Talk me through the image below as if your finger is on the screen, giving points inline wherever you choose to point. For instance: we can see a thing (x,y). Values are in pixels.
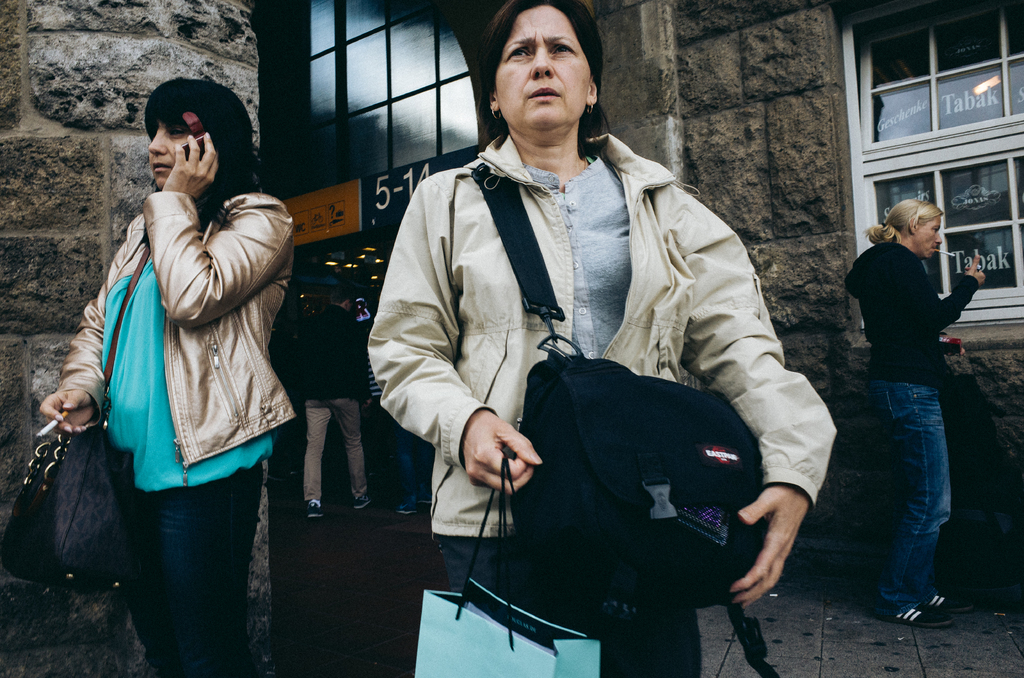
In this image we can see people (919,334). This person (189,235) wore bag (76,483), holding cigar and object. Another person (520,265) wore a jacket (433,217) and bag (567,442). Background we can see glass windows (985,205) and wall (790,99).
